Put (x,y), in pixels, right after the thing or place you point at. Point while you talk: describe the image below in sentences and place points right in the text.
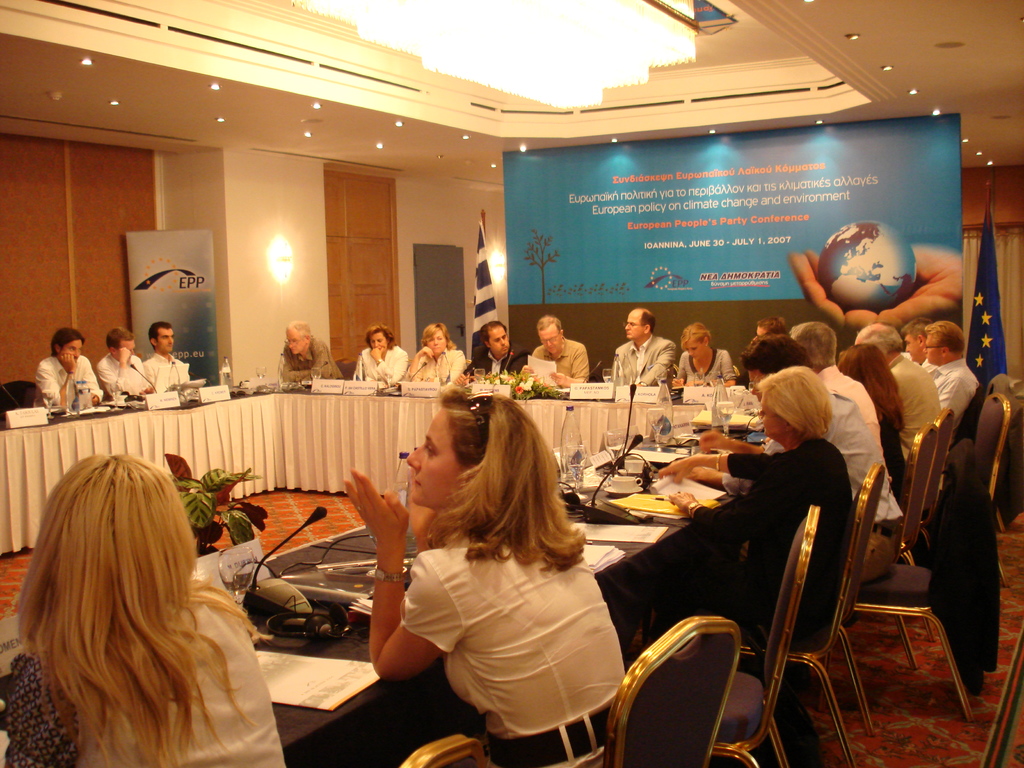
here in this picture we can see the conference room (436,540) in which people (423,647) are sitting on the chair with a table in front of them with a microphone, here on the table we can see different papers (652,507), water bottle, cups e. t. c, here on the wall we can see a banner (664,202) with the text (720,190) we can also see lights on the roof (350,132), here we can see a flag (478,302).
